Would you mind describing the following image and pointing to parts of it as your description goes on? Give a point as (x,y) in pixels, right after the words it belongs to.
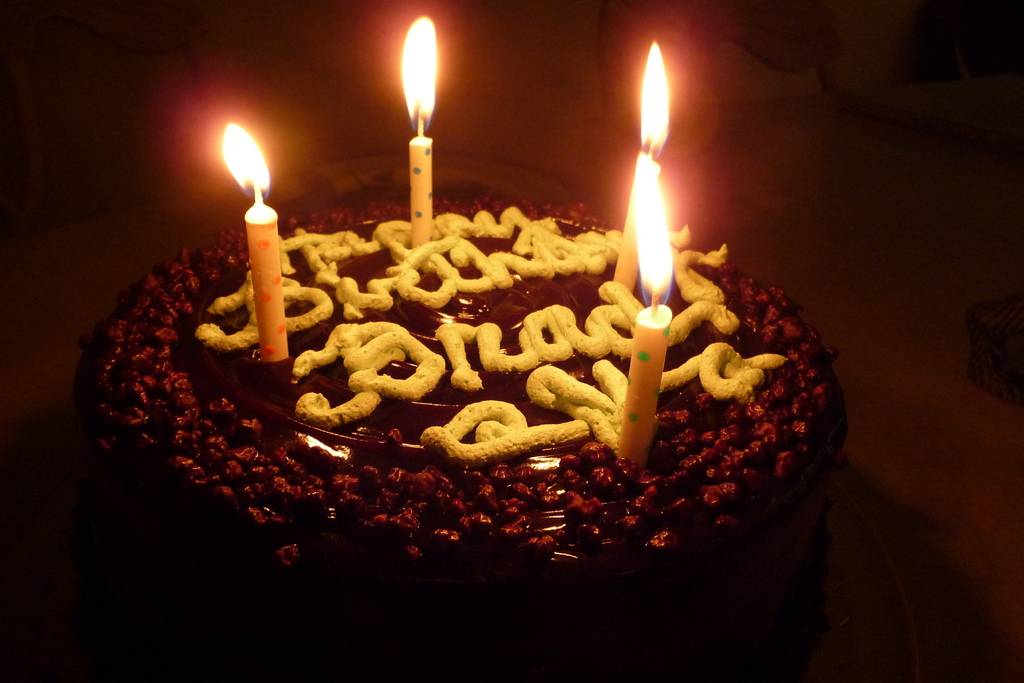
In the image we can see a cake (490,431) and four candles (272,264) on the cake (621,517). The corners of the image are blurred.
